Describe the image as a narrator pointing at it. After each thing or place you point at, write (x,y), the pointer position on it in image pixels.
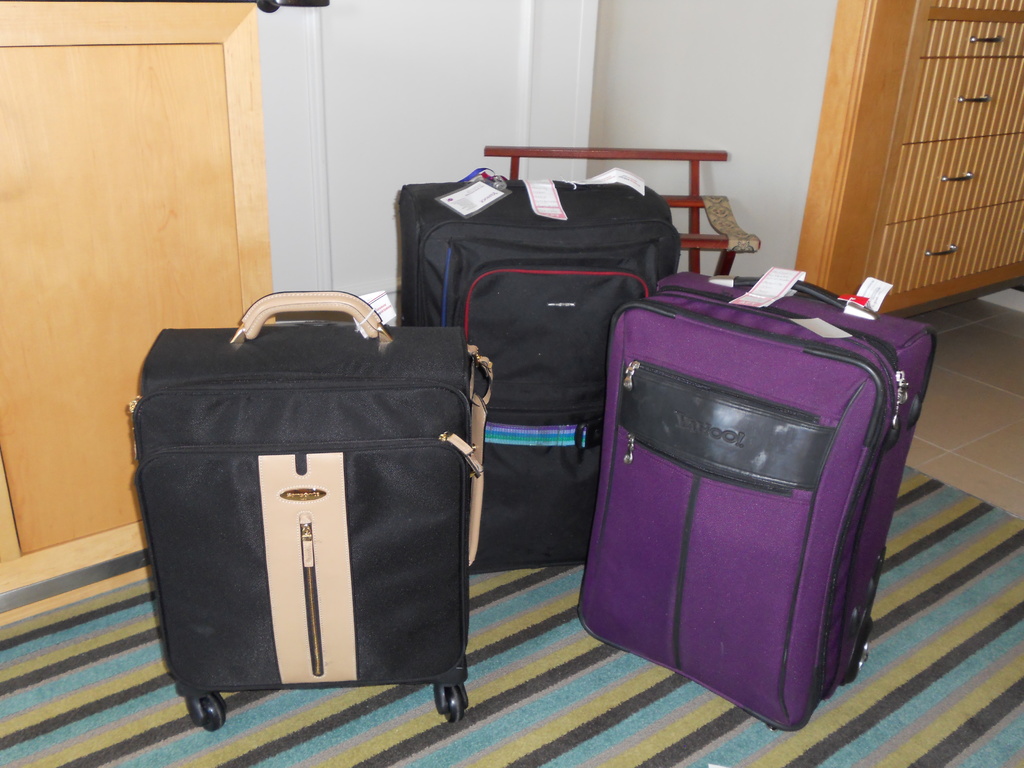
In the image, there are three travel bags (623,268) which are kept on the floor mat (553,687). In the background (475,53) the wall (693,128) is visible which is white in color. And the door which is light orange in color. The image is taken inside a room (353,513).
